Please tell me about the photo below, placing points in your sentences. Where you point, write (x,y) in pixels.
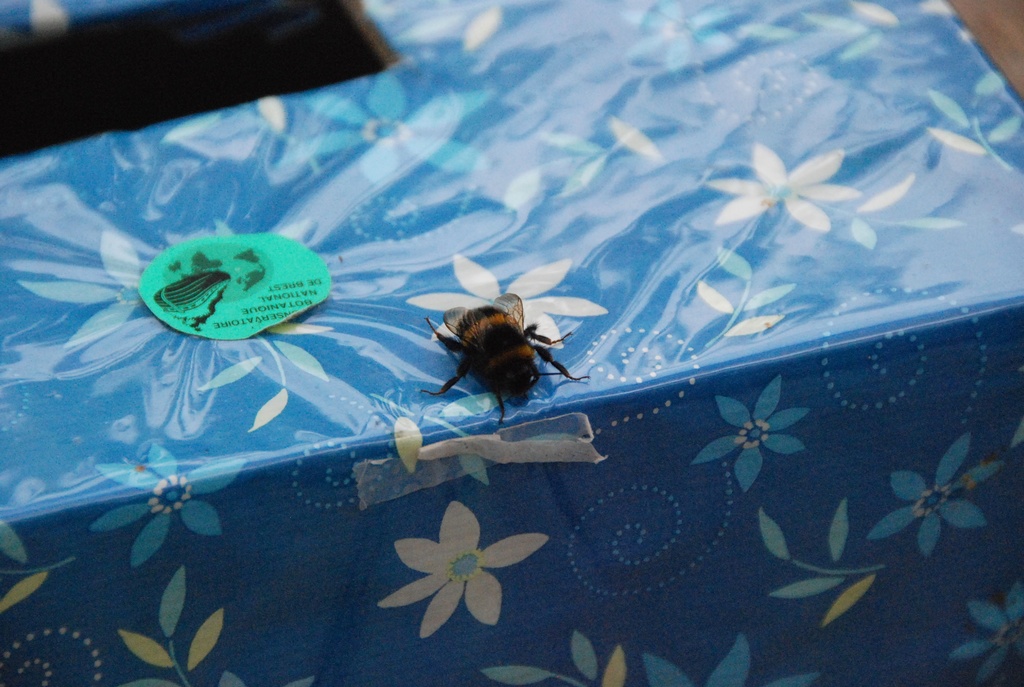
In this image there is an insect (468,359) on the box (732,310) which is having a decorative paper (787,407) attached to it. On the box (258,342) there is a sticker (242,283) attached to it. Box (1011,263) is on a table (994,29).
